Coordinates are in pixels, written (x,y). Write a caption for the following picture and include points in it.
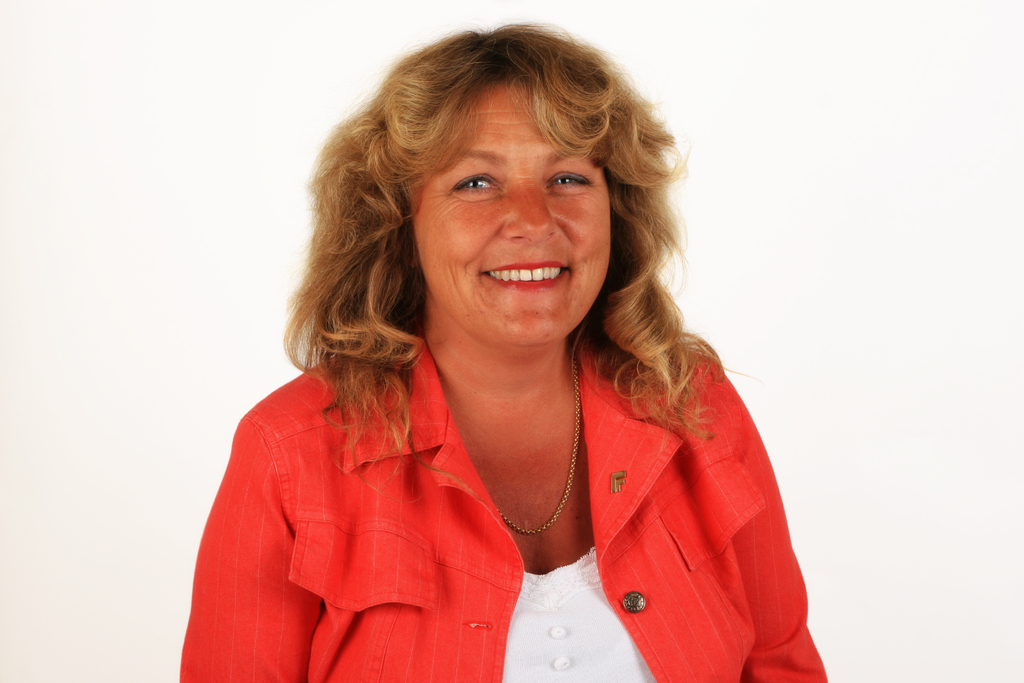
In this image I can see a woman (502,393) is smiling. The woman (475,443) is wearing a red color jacket (428,545). The background of the image (820,320) is white in color.
